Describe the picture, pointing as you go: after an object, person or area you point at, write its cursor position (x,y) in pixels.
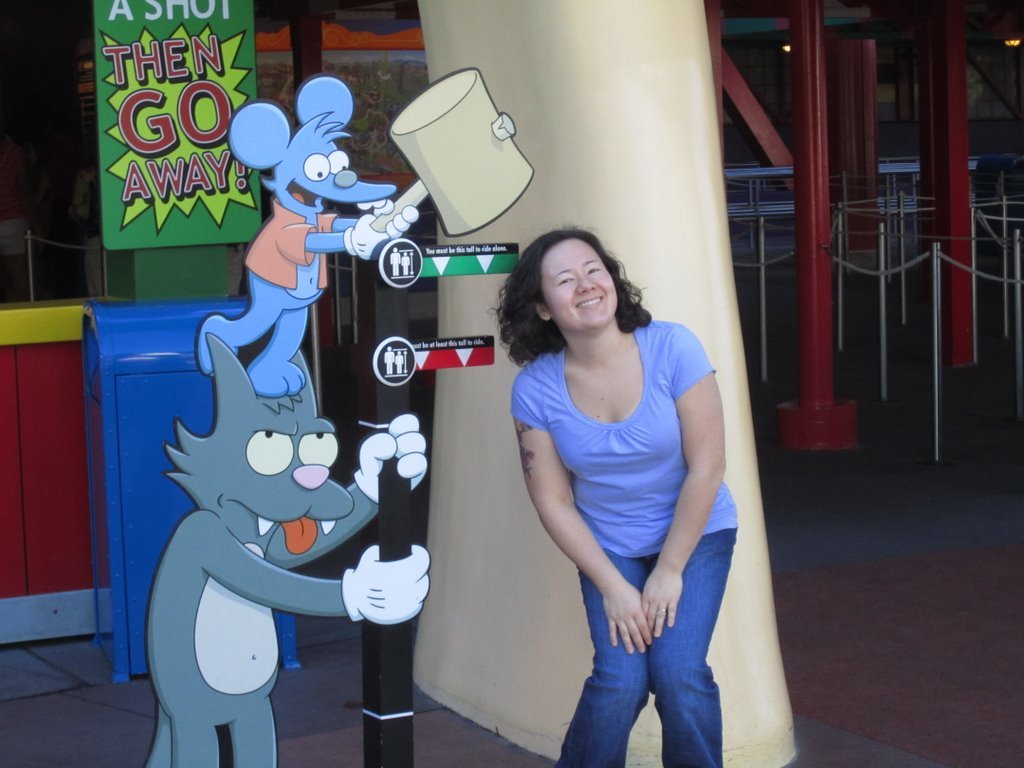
In this image I can see the person (621,582) and the person (621,582) is wearing blue color dress (651,570) and I can also see few cartoon pictures (202,476). In the background (956,315) I can see few poles (964,297), banners (124,50), glass wall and few lights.
